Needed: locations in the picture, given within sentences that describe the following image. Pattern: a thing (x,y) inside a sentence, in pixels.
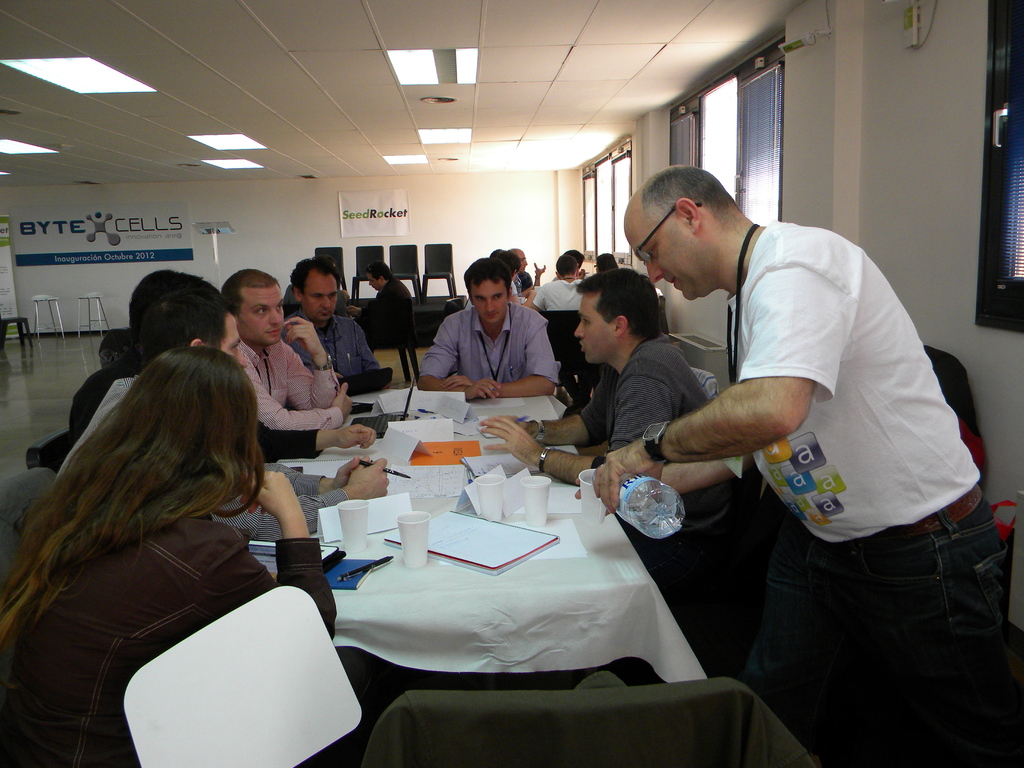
In the image we can see there are people (638,419) who are sitting around a table (380,552) and the people (505,358) are looking at each other. On the table (375,539) there are papers (474,523) and glasses (588,485). There is a man (936,666) who is standing here is pouring a water (640,499) into a glass (586,491) and at the back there are people (576,277) sitting on the chairs (446,309).
